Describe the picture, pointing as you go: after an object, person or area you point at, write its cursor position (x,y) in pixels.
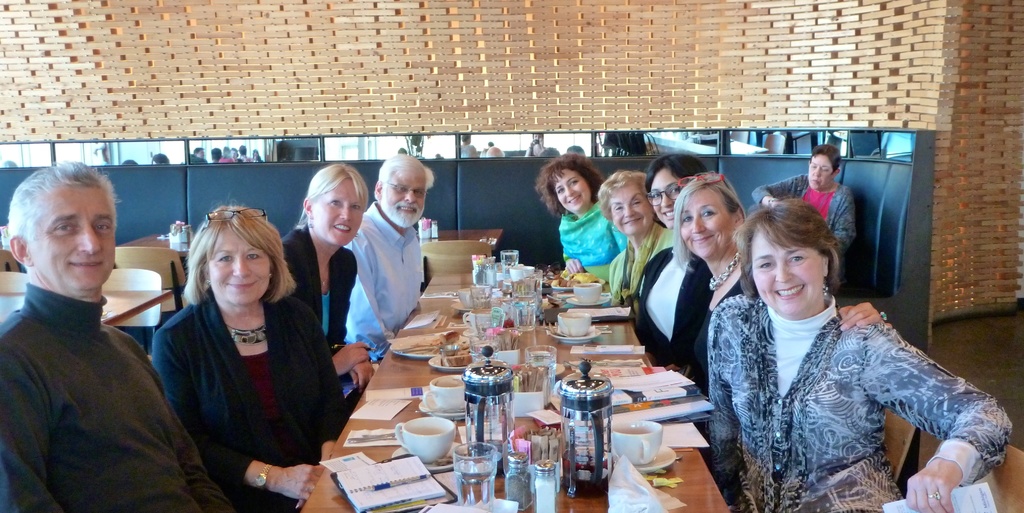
In this picture, In the middle (632,332) there is a table (695,465) which is in yellow color, There are some books (415,504) which are in white color, There are some glasses (466,488), There are some jugs (494,413), There are some cups (433,425) which are in white color, There are some people (893,401) sitting on the chairs (895,420) around the table (713,497), In the background (260,183) there is a black color wall (185,201), In the top (715,82) there is a yellow color wooden blocks (568,75).
